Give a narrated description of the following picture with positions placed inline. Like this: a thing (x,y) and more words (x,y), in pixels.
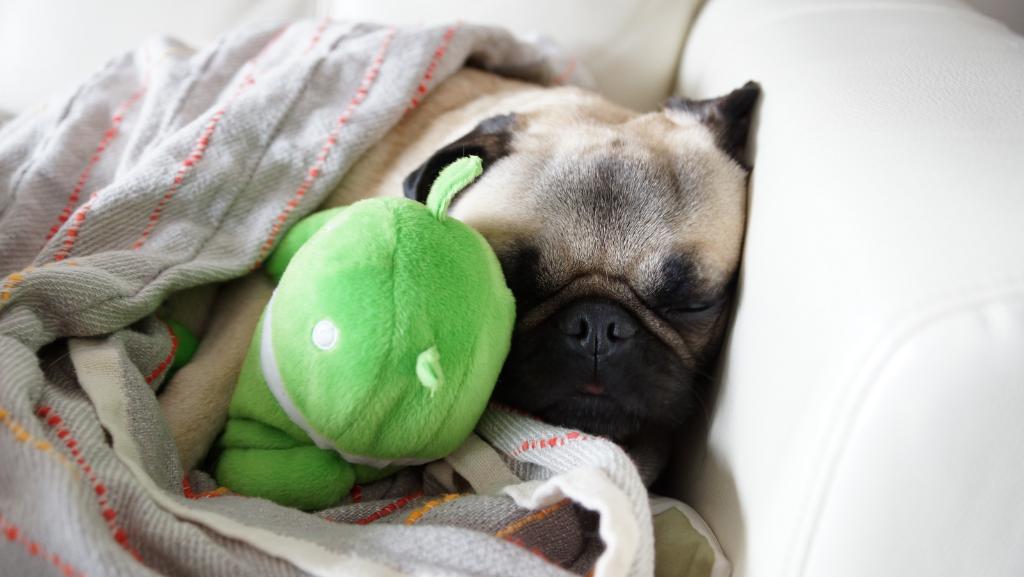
In this picture we can see a dog (553,242) holding toy (359,277) and sleeping over the sofa (866,84) and the blanket (294,116) over it.
